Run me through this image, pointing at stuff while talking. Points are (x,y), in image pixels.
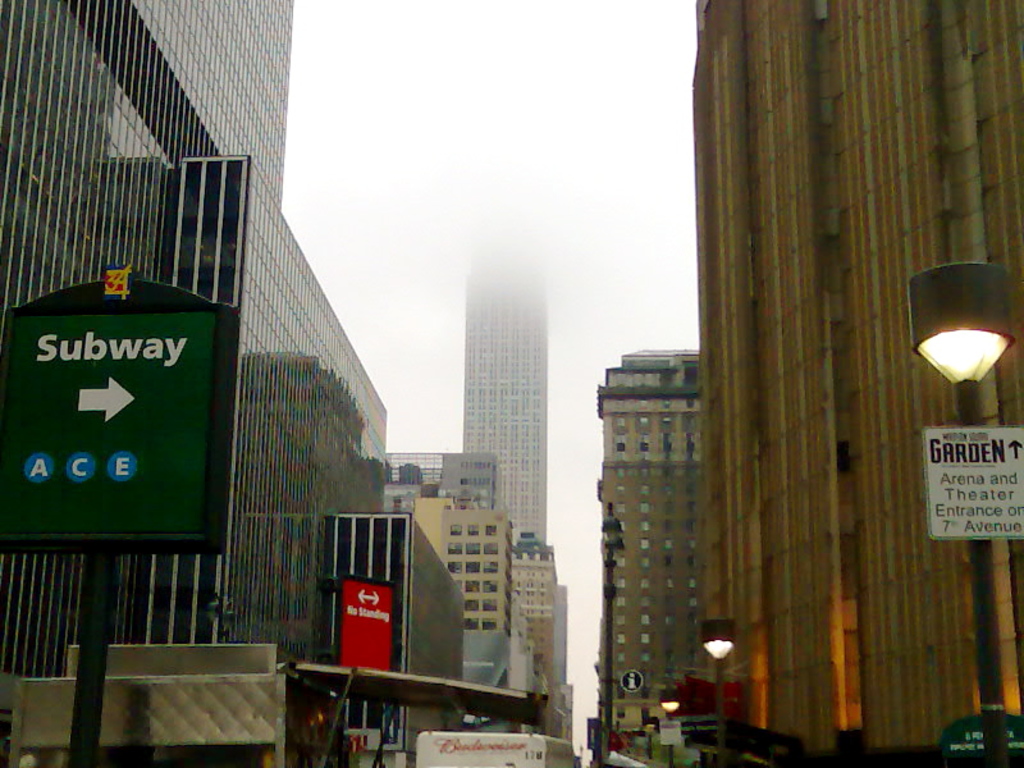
In the image there are many buildings (817,206) with walls (772,329), windows (59,64) and glasses (312,399). And also there are poles (84,731) with name boards (937,463), lamps (980,316) and posters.
